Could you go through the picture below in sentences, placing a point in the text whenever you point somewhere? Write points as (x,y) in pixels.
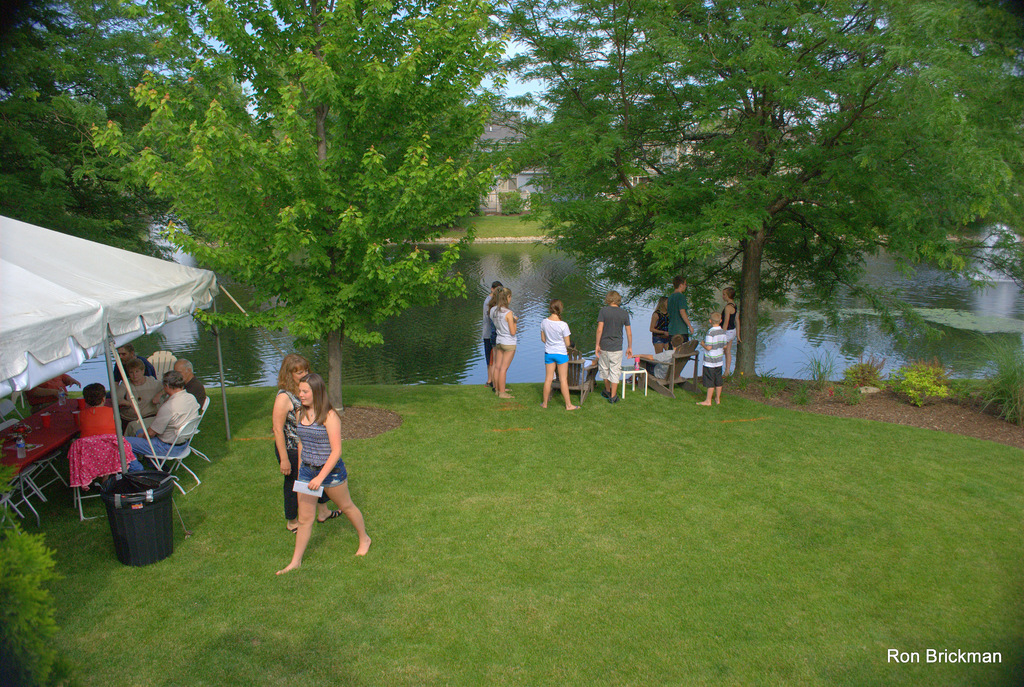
In this picture there is grassland (601,522) at the bottom side of the image (601,522) and there are people (724,321) in the center of the image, there is a tent (191,295) on the left side of the image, there are trees (772,177) at the top side of the image (221,222), there is water (469,341) in the center of the image (439,345).
